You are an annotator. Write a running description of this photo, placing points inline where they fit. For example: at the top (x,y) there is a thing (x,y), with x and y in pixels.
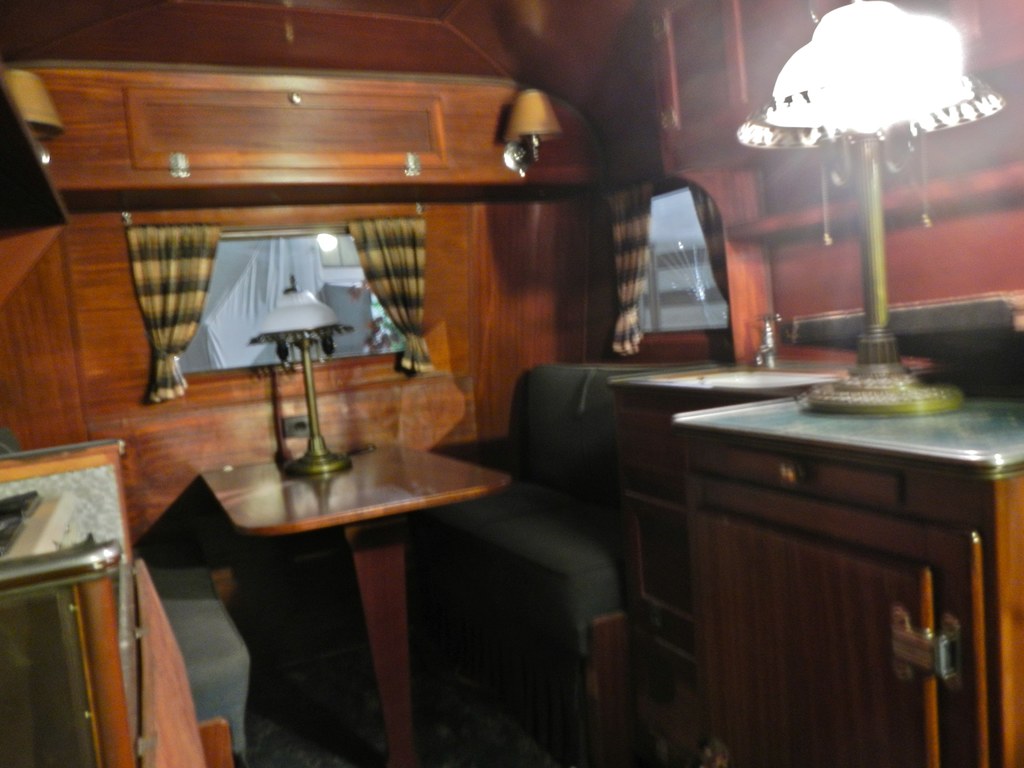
This image is taken indoors. In the background (532,312) there is a wooden wall (823,299) with windows (654,280). There are a few curtains (188,286). In the middle of the image (390,494) there are a few tables (396,474) with lamps (328,336) on them. There are two benches (213,648).
